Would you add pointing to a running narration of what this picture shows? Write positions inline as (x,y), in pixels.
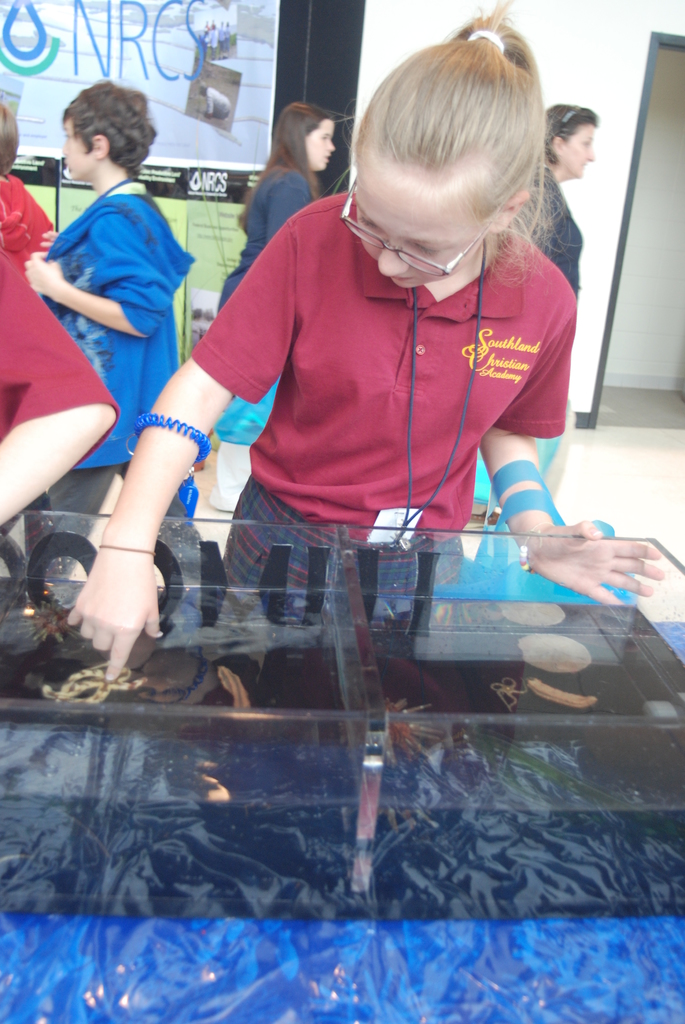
As we can see in the image there are few people (379,161) here and there, banners (272,128), wall (647,212) and aquarium (465,666). In aquarium (201,777) there are sea animals (98,669) and water (276,863).
